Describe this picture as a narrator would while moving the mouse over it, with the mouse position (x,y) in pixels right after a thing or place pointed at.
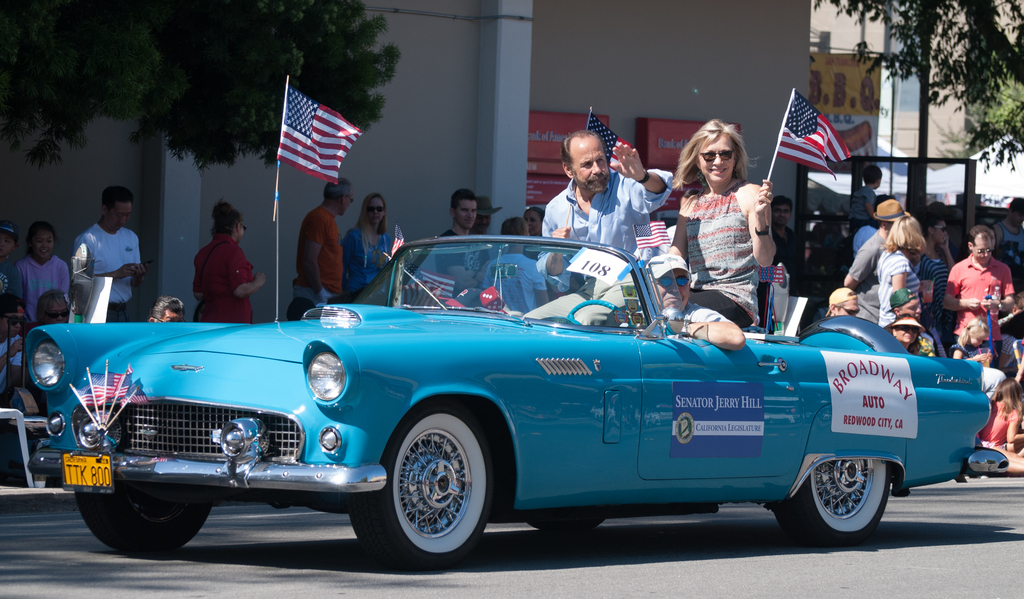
In this image i can see a man (592,211) and a woman (729,246) holding flags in their hands (632,172) sitting in a car (646,285), i can see a person (673,257) sitting in the driving seat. In the background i can see few people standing on the sidewalk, a flag (279,243), few trees (268,60) and few buildings (783,69).
